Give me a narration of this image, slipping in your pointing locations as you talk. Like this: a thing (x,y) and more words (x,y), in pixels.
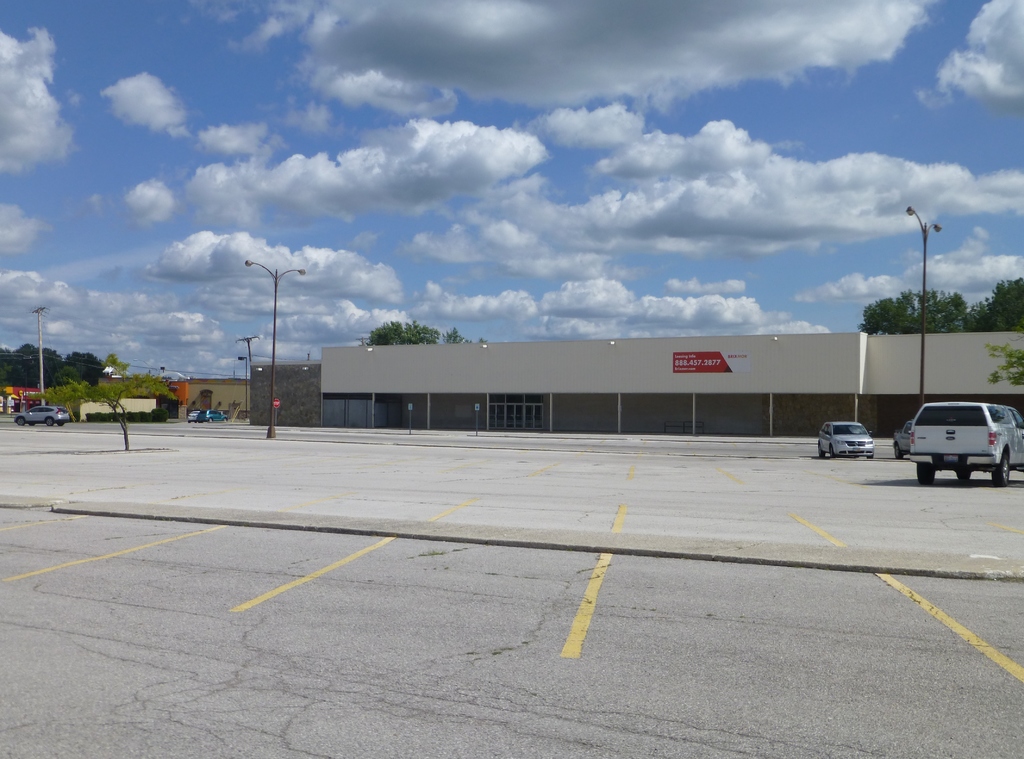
In this image we can see there are buildings (268,394), trees (88,370), light poles (278,278) and the cloudy sky (466,311). And there are vehicles (43,416) on the ground (384,605).
